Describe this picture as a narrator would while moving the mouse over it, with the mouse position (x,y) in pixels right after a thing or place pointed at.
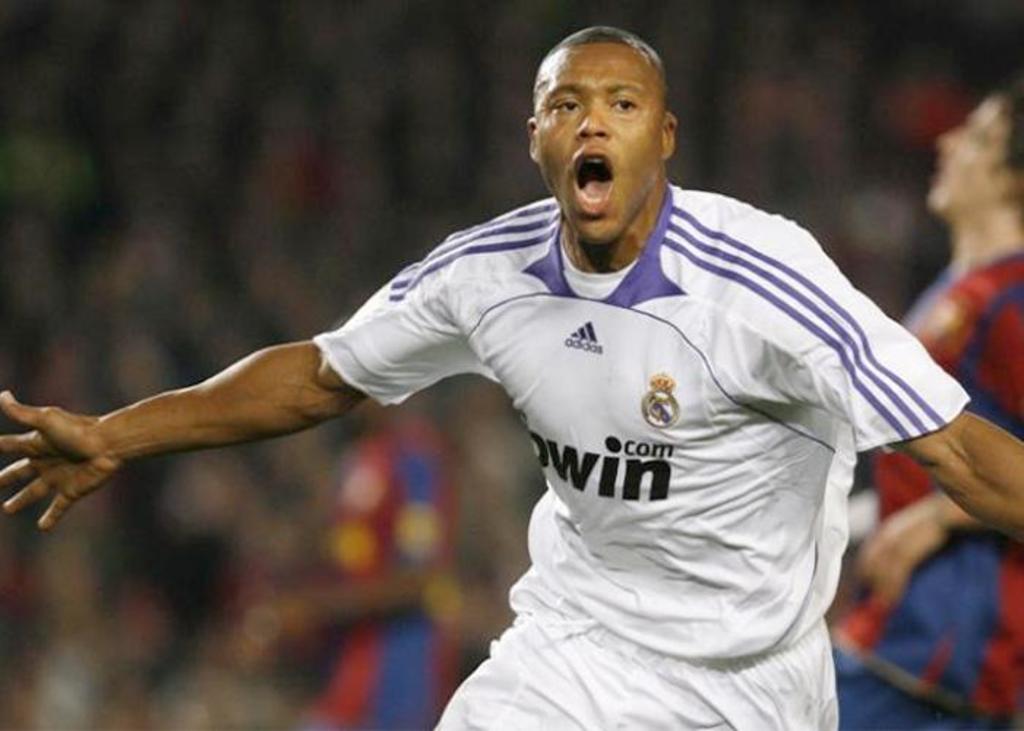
In this image, there are a few people (872,412). We can also see the blurred background (443,435).
